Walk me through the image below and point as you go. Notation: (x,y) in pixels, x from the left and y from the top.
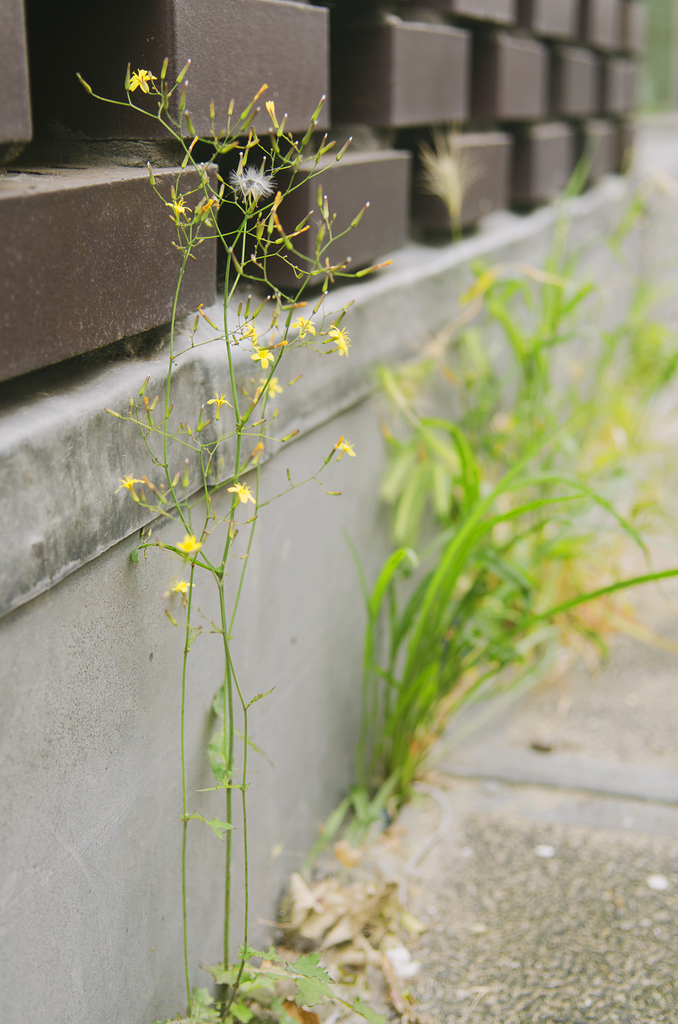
In this image there is a plant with yellow color flowers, and at the background (408,659) there is grass (634,223), wall (336,285), bricks (23,281).
